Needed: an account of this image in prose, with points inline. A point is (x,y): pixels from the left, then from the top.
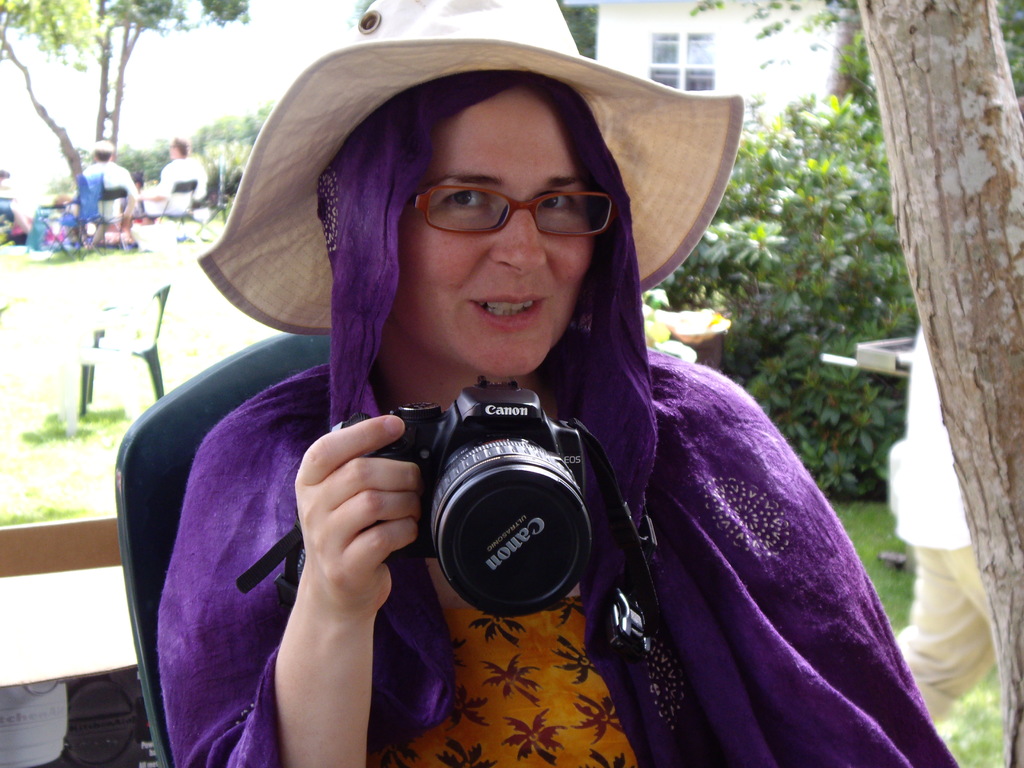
In this image there is a lady person (366,326) wearing yellow color dress (537,725) and violet color scarf (664,490) and wearing hat (292,204) holding camera (515,470) in her hand (348,542) and at the background of the image (848,70) there are some persons (199,171) sitting on chairs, trees (233,170) and a building (798,46).
